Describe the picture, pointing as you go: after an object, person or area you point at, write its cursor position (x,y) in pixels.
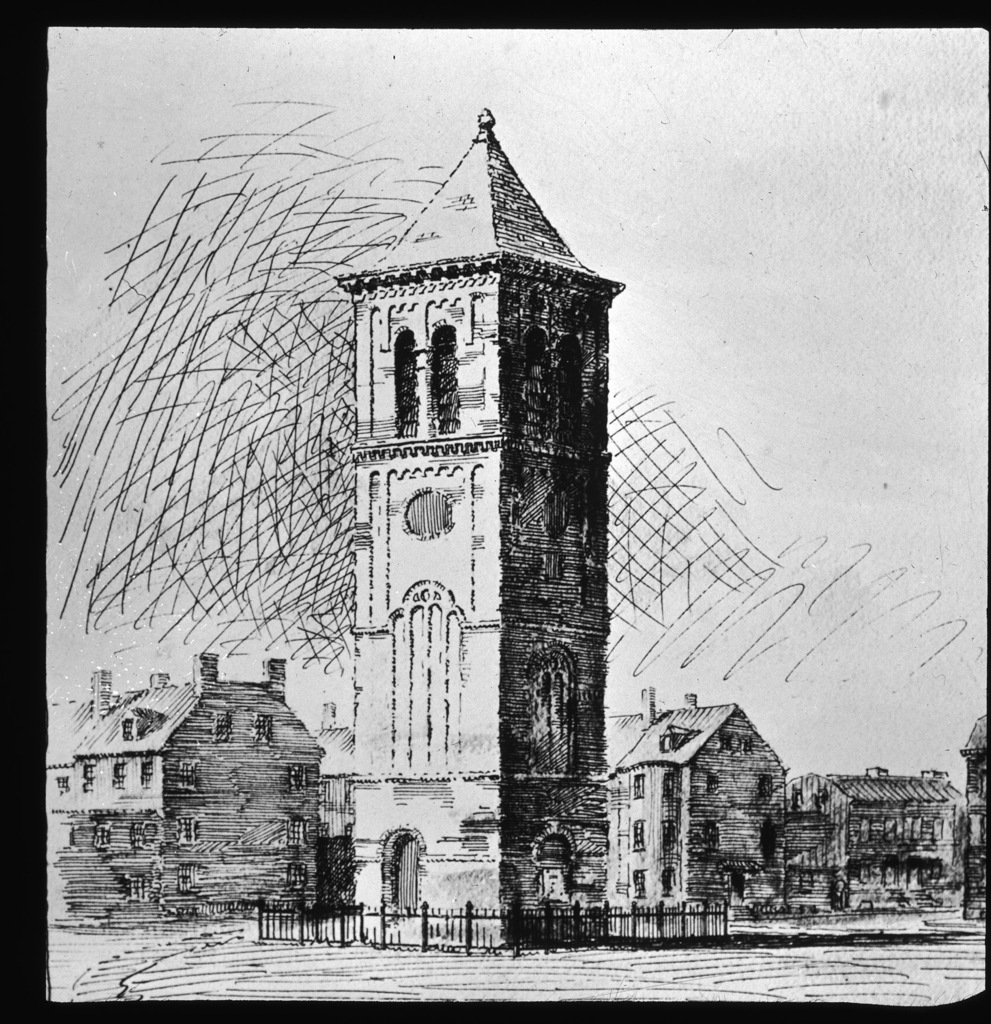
This image consist of tower (418,600) and buildings (713,831) and there is a fence (588,937).
